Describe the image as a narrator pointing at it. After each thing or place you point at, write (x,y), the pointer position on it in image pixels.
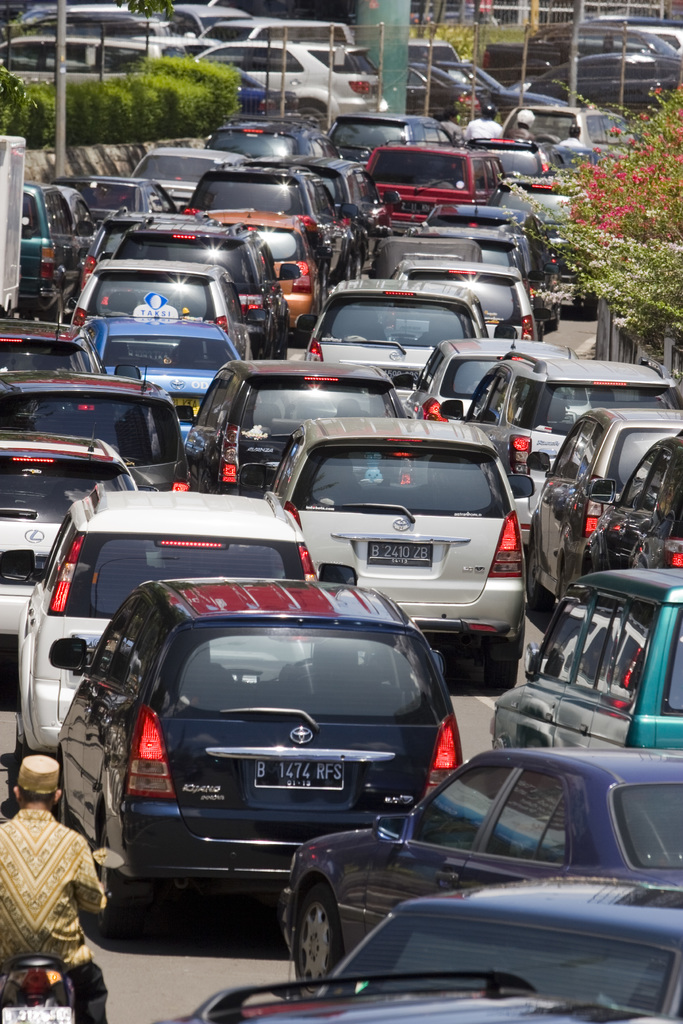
The picture is taken outside a city on the road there are cars (360,117). On the right (637,223) there are trees (637,223) and plants (627,243). In the background (481,34) there are cars (248,39), poles (363,0) and trees (441,28). On the left (160,101) there are trees (42,139), pole (57,53) and plants (49,102).
